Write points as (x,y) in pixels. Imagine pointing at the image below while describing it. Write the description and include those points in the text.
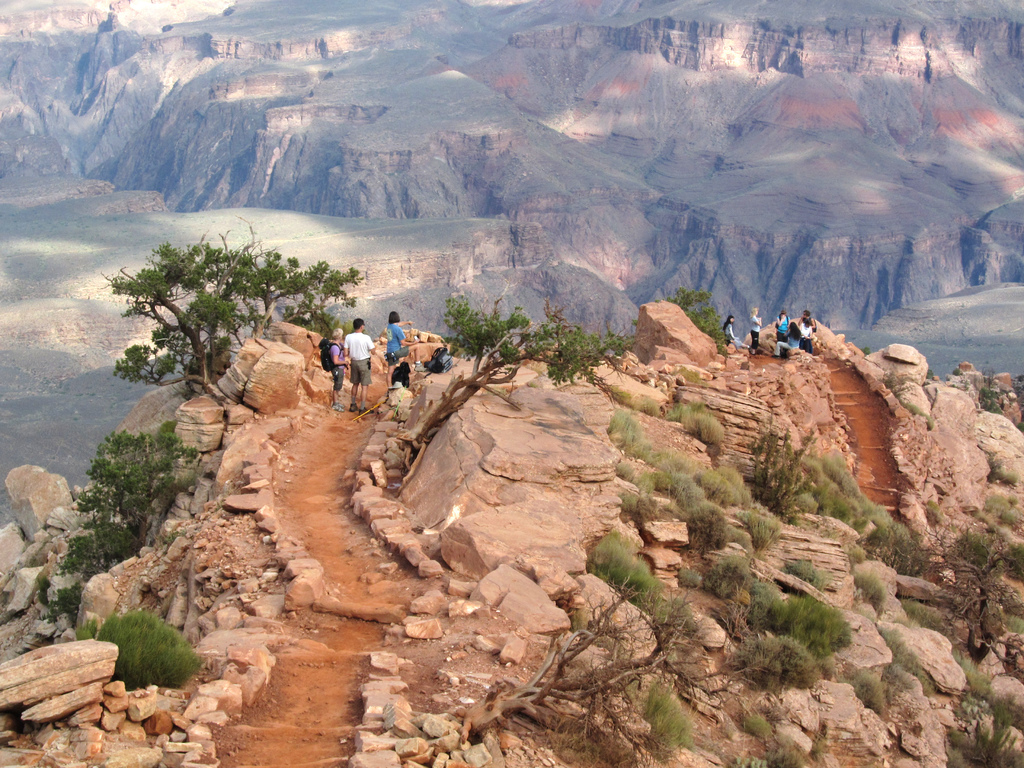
In the picture we can see some rock hill (447,549) with a path (358,687) and besides, we can see some plants (181,344) and some people (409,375) are standing and some are sitting on the rocks (718,379) and in the background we can see rock hills (358,103).
